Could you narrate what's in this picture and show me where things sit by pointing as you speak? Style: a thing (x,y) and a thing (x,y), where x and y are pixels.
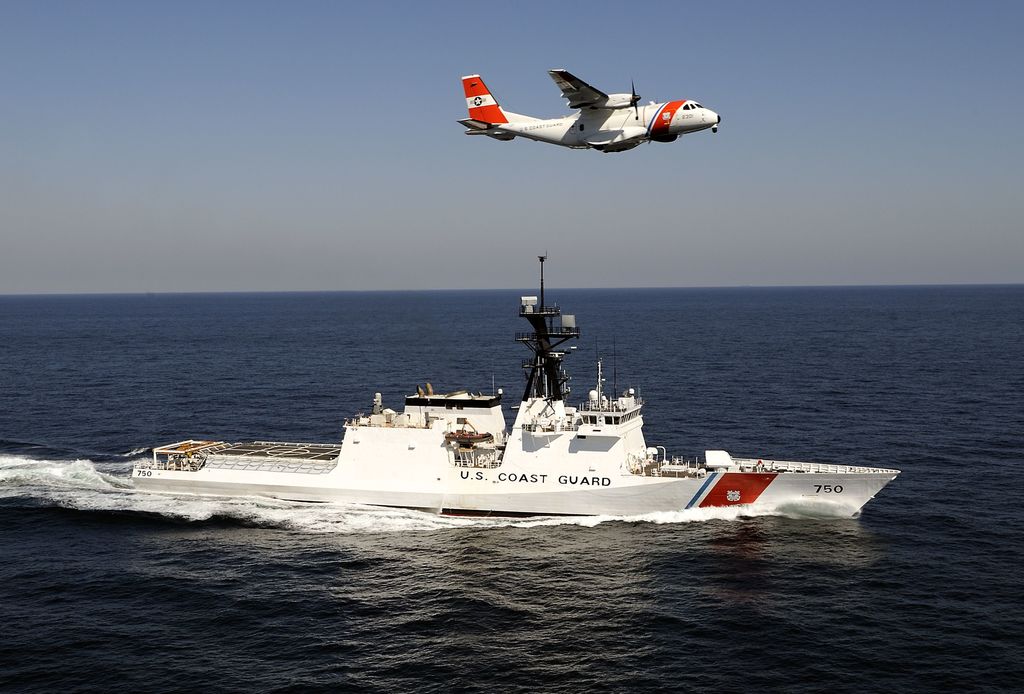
In this image, we can see a ship (527,498) is sailing on the water (720,510). Top of the image (666,112), we can see an aircraft (595,118) in the air (699,146). Here we can see the sky (546,168).
